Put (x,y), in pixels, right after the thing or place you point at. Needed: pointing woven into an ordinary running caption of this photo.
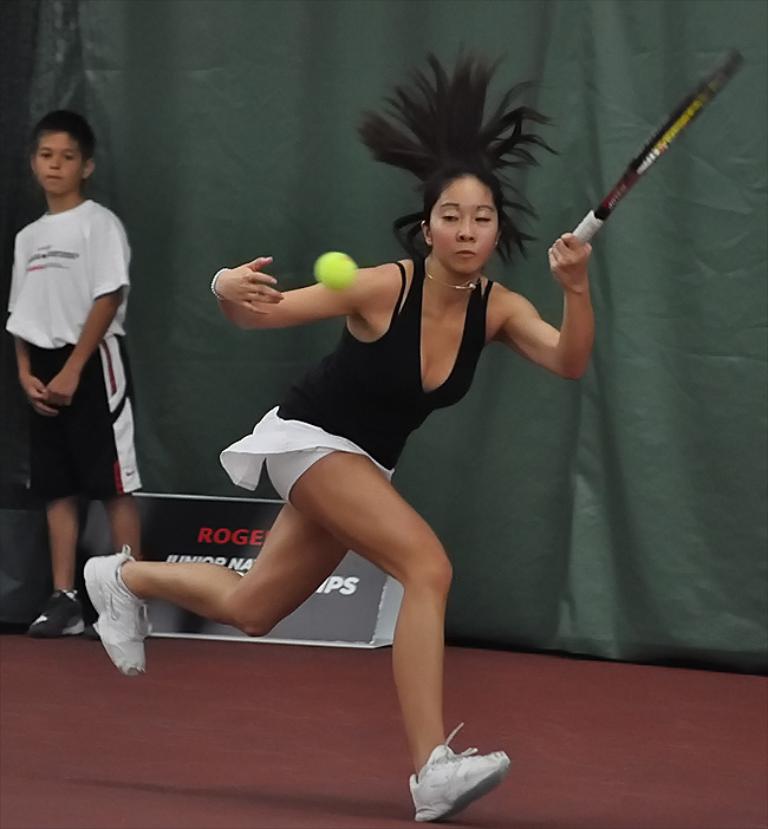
On the background (724,324) we can see a curtain (544,79) Here we can see one boy (34,347) standing near to this curtain (148,301). This is a board (293,623). We can see one woman (497,335) holding a bat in her hand (562,257) and playing. This is a ball (344,266) in the air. This is a floor (384,789).
